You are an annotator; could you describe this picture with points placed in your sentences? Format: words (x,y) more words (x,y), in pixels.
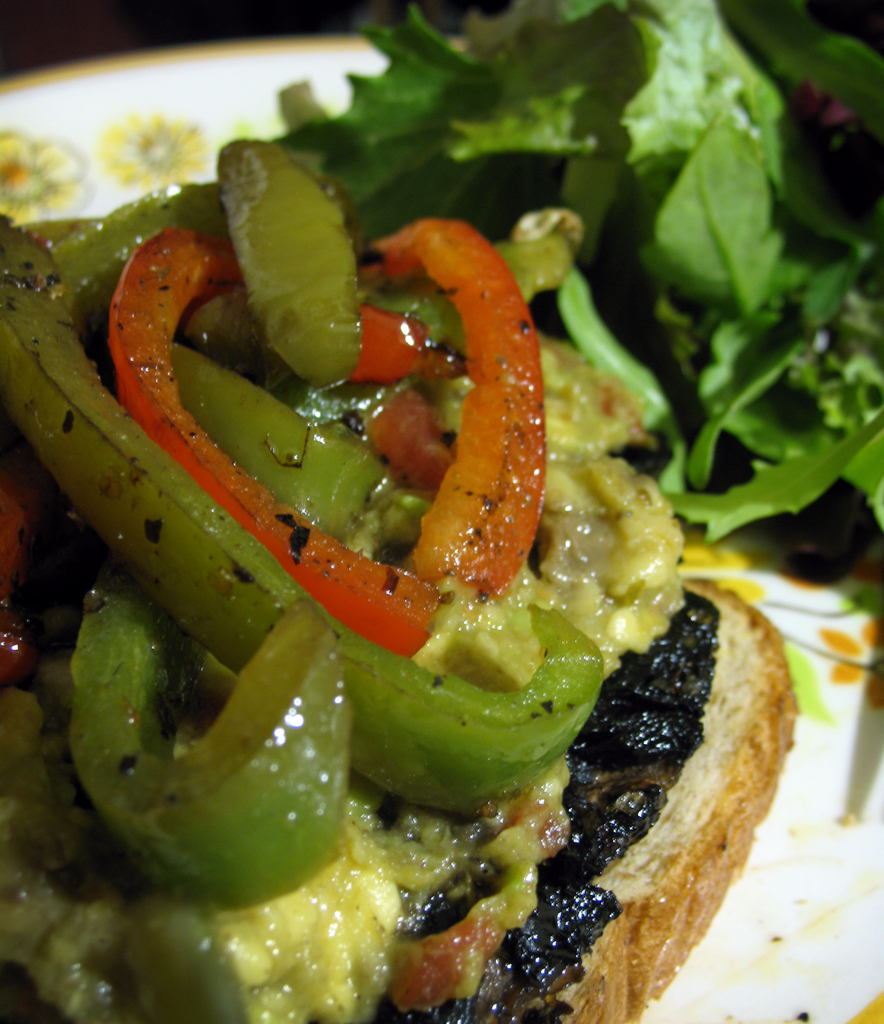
In the center of the image (360,407) there are food items (289,382) in a plate (813,1006).
